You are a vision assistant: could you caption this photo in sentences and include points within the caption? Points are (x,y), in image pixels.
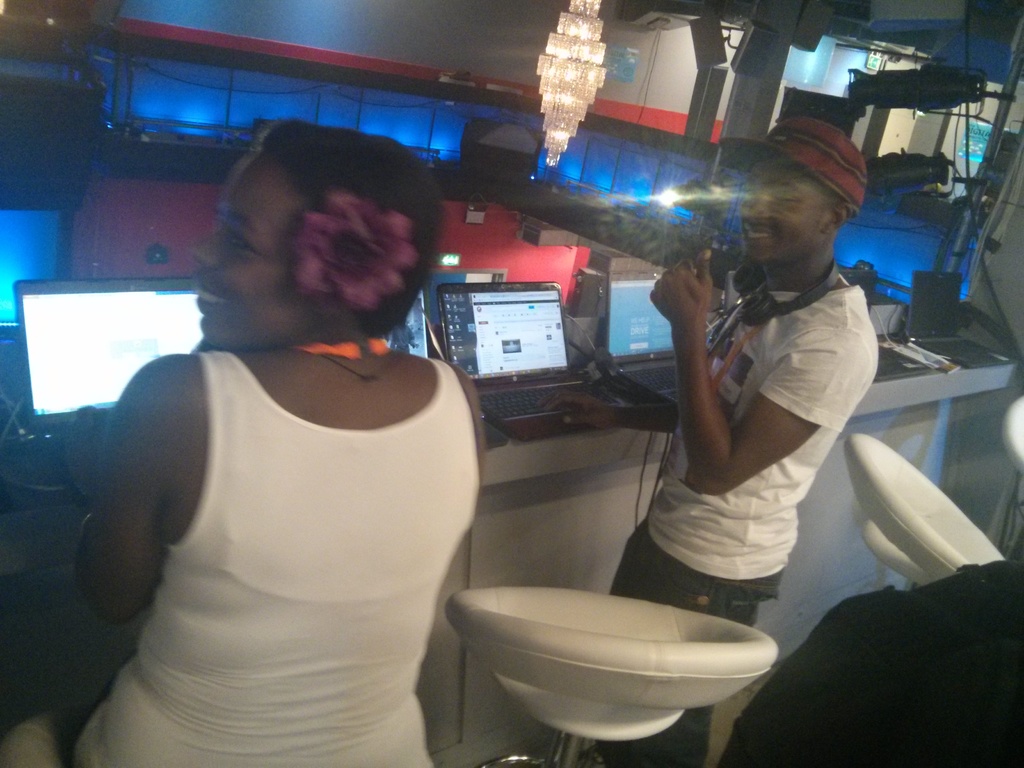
On the left side of the image (106,519) there is a person (281,559) sitting on the chair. Beside her there is another person (803,340) standing. Behind him there are chairs (713,646). In front of them there are laptops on the table (953,391). In the background of the image (332,51) there is a wall (304,33) and there are a few other objects (723,51). On top of the image (579,29) there is a chandelier (590,3).
